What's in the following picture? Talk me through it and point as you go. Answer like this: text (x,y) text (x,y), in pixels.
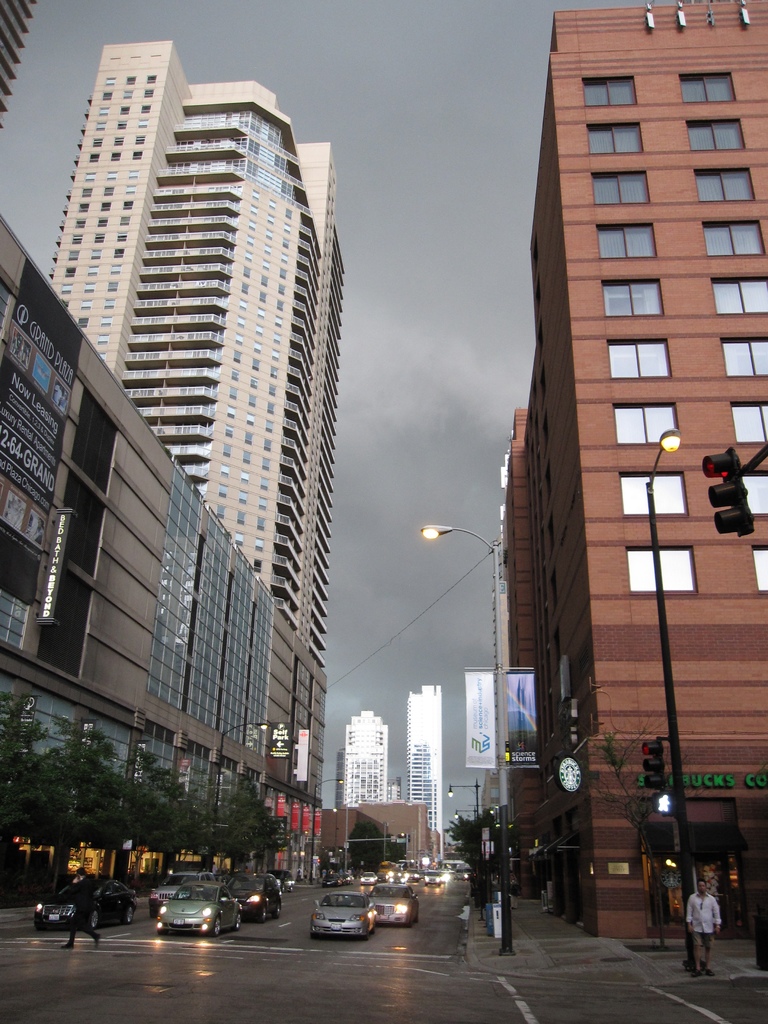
These are the buildings (179,412) with the windows (619,195) and glass doors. I can see the cars (99,912) on the road (428,889). These are the street lights (449,789). I can see two people (707,931). This looks like a traffic signal (654,775), which is attached to a pole (682,850). I can see the trees (107,829). This is a sky (437,104). This looks like a banner (52,475) hanging.
